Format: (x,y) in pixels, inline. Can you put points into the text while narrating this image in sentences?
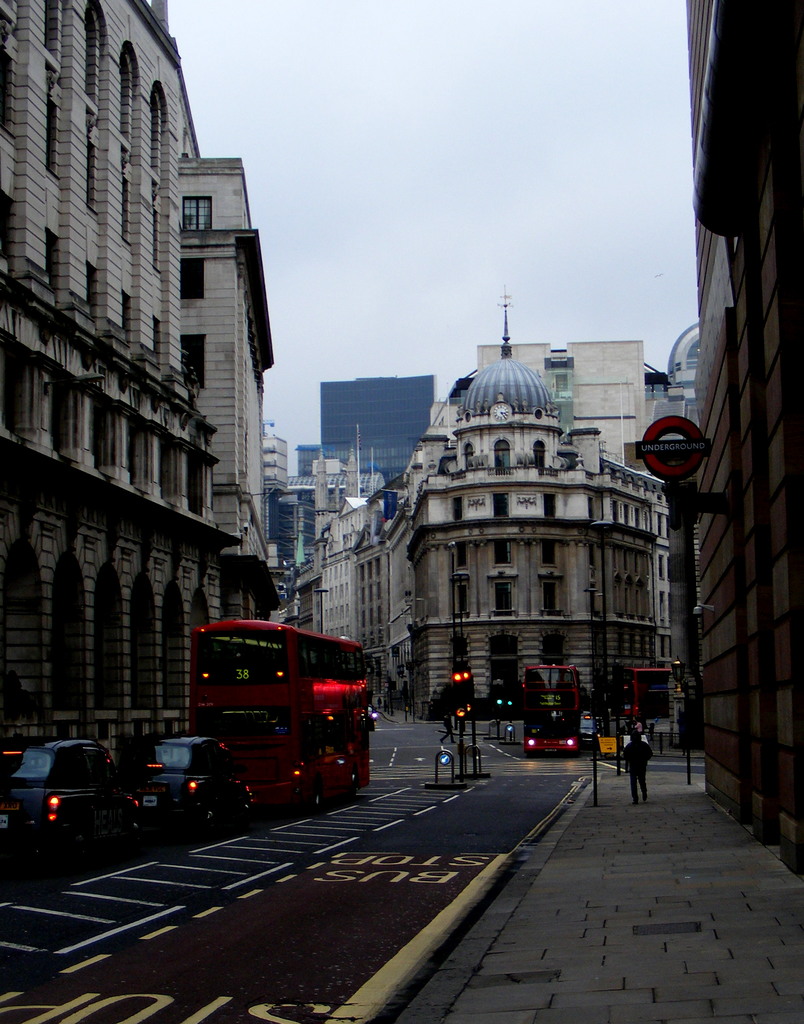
In this image we can see many buildings (452,507). There is a sky (543,207) in the image. There are many vehicles (574,680) on the road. There is a traffic signal light (462,699). There are few poles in the image. A person (645,772) is walking on the footpath (688,801) in the image.
